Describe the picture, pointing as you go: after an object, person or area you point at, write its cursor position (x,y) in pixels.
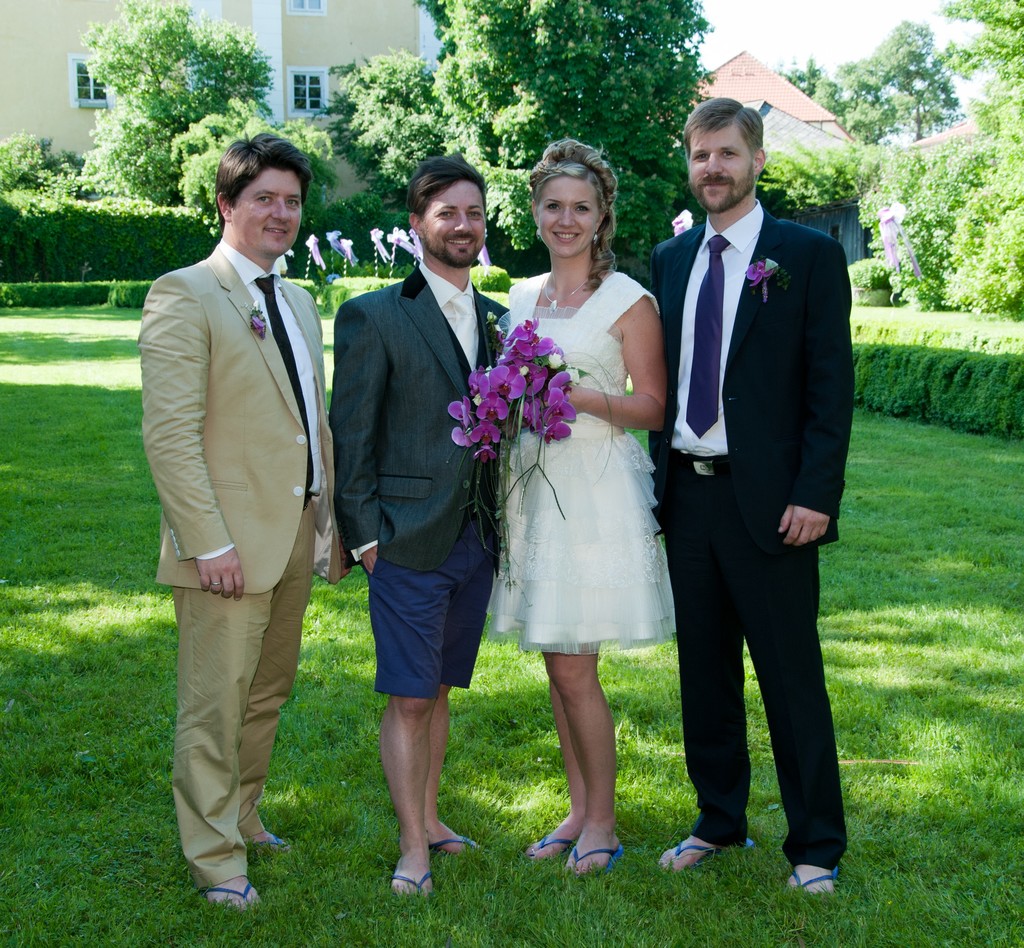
In this picture there is a woman (535,561) who is wearing white dress (610,367), locket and holding the purple color flowers (546,412), beside her we can see a man (704,450) who is wearing suit (825,360), trouser (774,665) and slipper (796,877). On the left (310,307) there is a man (305,499) who is wearing beige color suit (277,432). Beside him we can see another man (389,398) who is wearing suit (382,367), short (434,613) and slipper (460,851). Four persons (698,705) are standing on the grass (757,881). In the background (541,49) we can see plants (332,212), trees (605,108) and building (358,40). On the top right (874,3) there is a sky (855,25).
